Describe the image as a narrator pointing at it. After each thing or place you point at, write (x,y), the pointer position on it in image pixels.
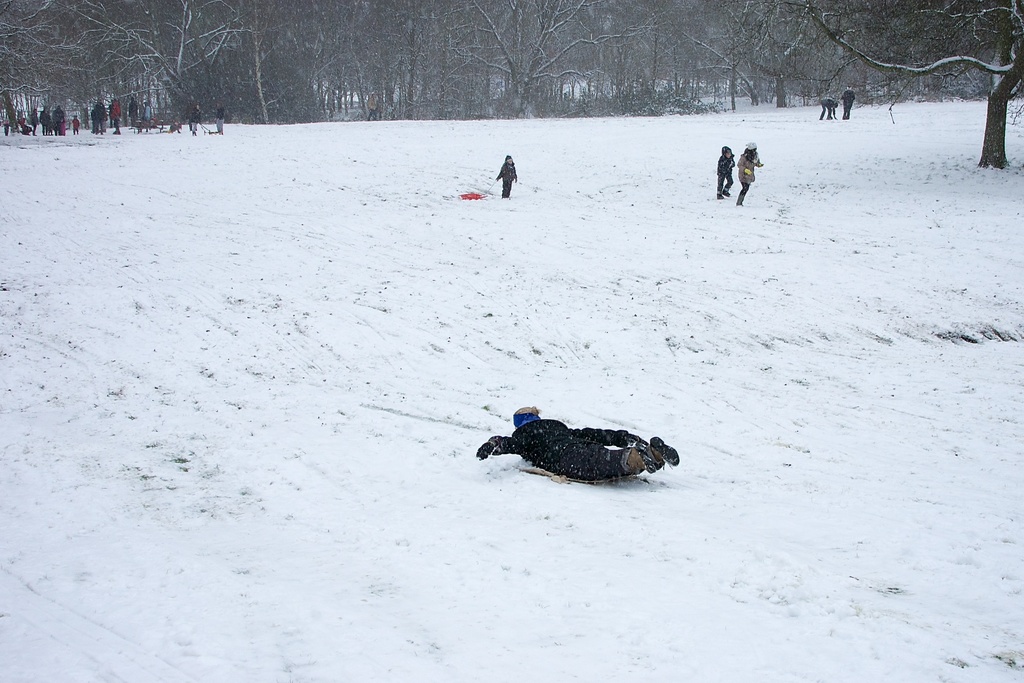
In this image I can see the snow (270,467) on the ground (341,501) and a person (556,465) wearing black color dress (564,455) is lying. In the background (278,40) I can see number of persons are standing, few trees (60,56) and some snow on the trees (704,64).
